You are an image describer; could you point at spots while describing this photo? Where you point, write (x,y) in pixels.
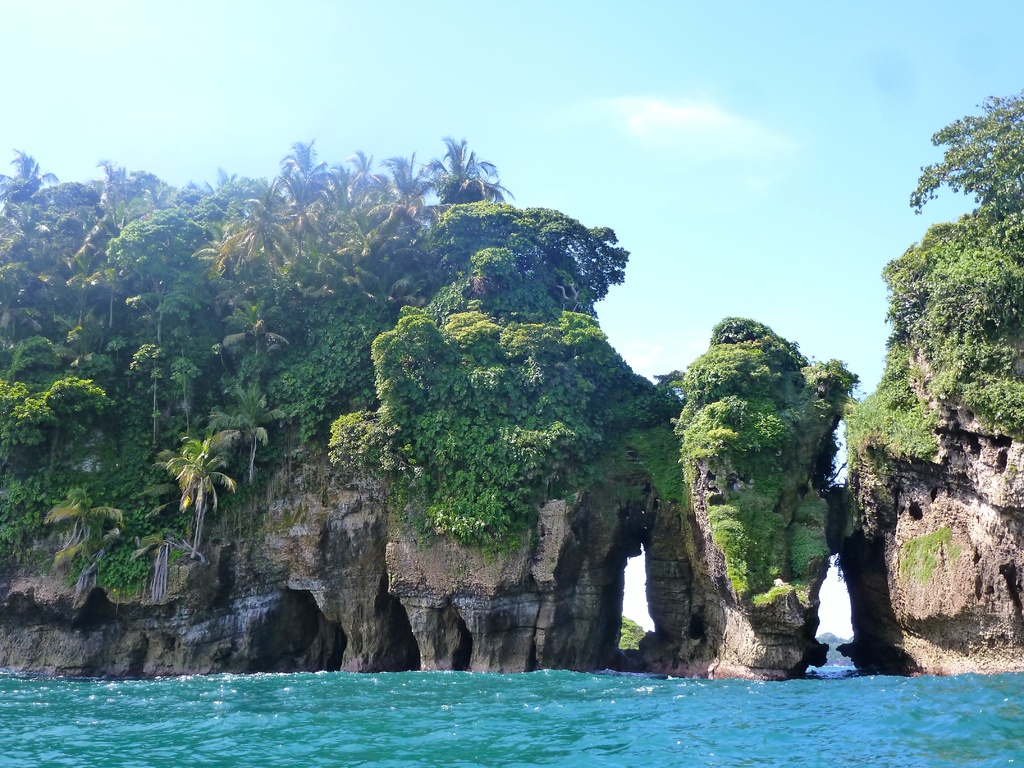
In this image there are rocks (1017,575) and we can see trees (226,284). At the bottom (463,745) there is water (738,685). In the background (789,196) there is sky (723,114).
